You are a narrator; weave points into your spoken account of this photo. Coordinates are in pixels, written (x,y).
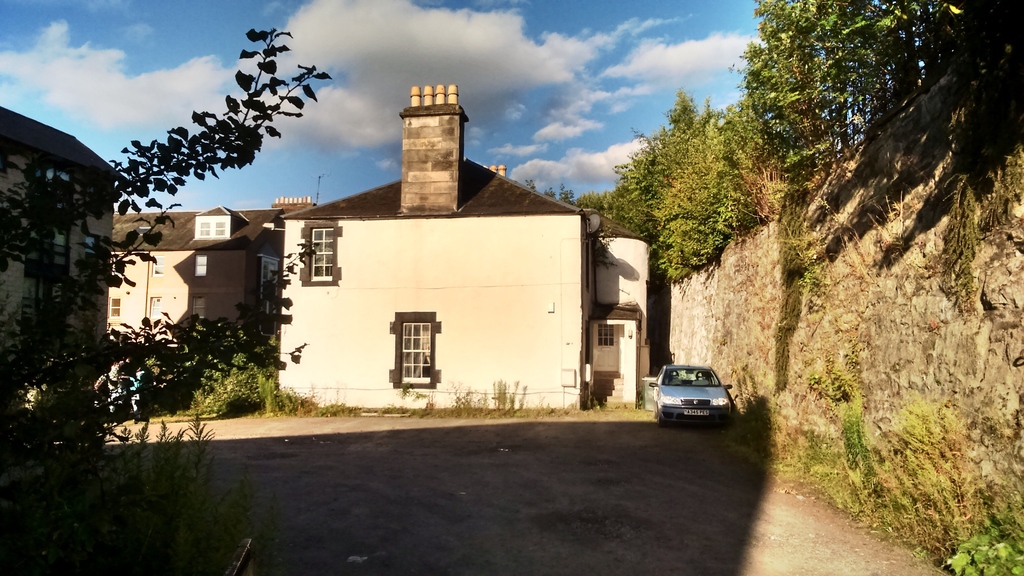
In this image I can see the road (594,508), few trees (56,469) which are green in color, the wall (871,299) which is made up of rocks (915,304) and a car (694,390) on the ground (544,468). I can see few buildings (376,321) and in the background (338,131) I can see the sky (390,74).
